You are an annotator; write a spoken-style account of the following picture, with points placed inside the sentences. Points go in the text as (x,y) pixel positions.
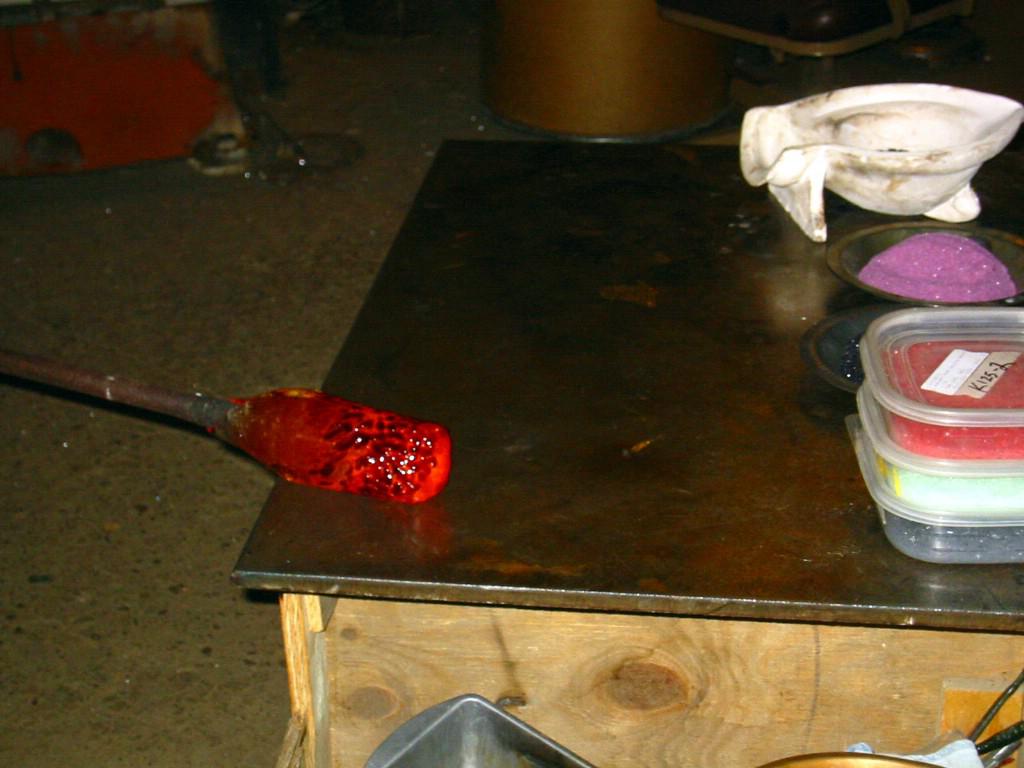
In this picture I can observe a table (587,322) on which I can observe three boxes (941,422) on the right side (897,463). On the left side (202,418) I can observe a stick (204,407) with red color end (313,428) placed on the table (382,398). On the right side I can observe white color bowl (795,180) on the table (623,252).
